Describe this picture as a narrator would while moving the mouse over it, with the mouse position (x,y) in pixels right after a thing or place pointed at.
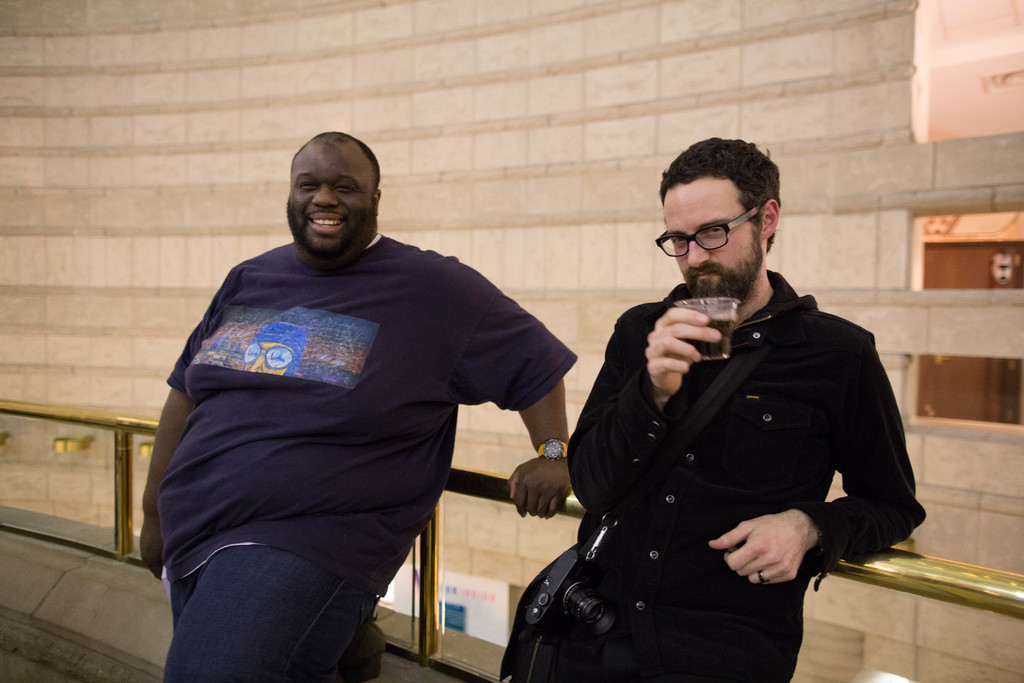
In front of the image there are two people (403,404) standing with a smile on their face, one of them is holding a glass (722,310), both of them are leaning on a metal rod fence (14,439) with glass (513,565), behind them there is a wall (921,341), there is a wooden door (979,257) and a banner (475,605).
